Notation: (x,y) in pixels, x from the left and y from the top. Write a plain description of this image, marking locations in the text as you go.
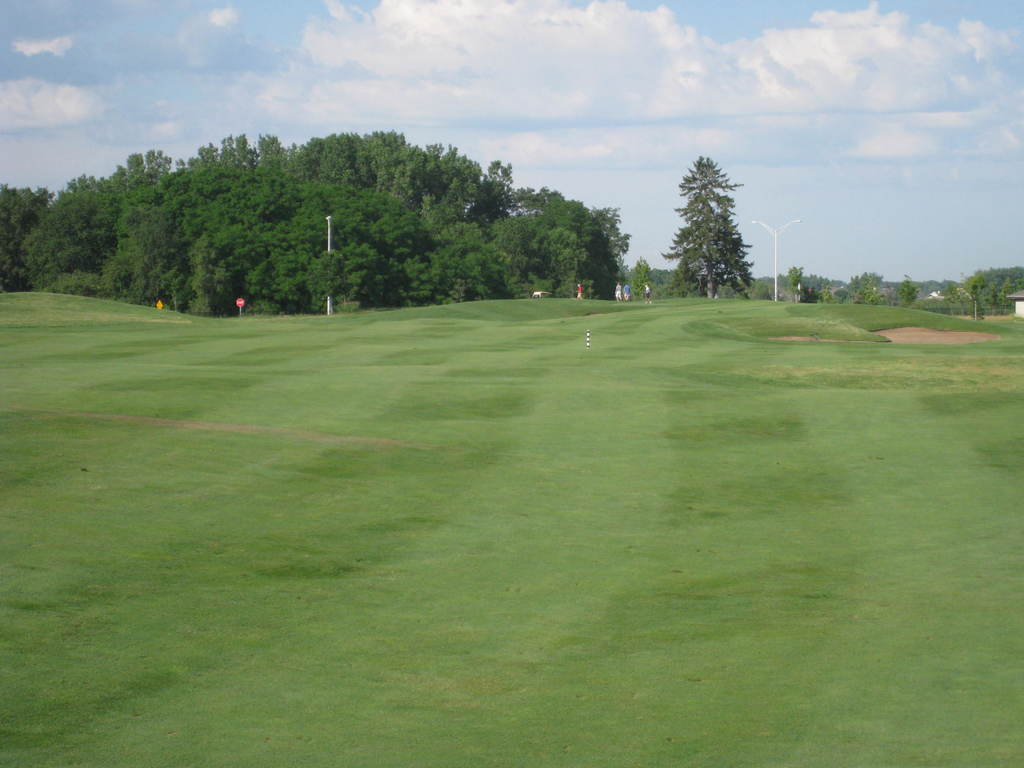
In this image, we can see the ground (559,444) covered with grass (584,490). We can see some trees (288,212). There are a few poles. We can see a signboard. We can see some people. We can see the sky (747,160) with clouds (692,93).
